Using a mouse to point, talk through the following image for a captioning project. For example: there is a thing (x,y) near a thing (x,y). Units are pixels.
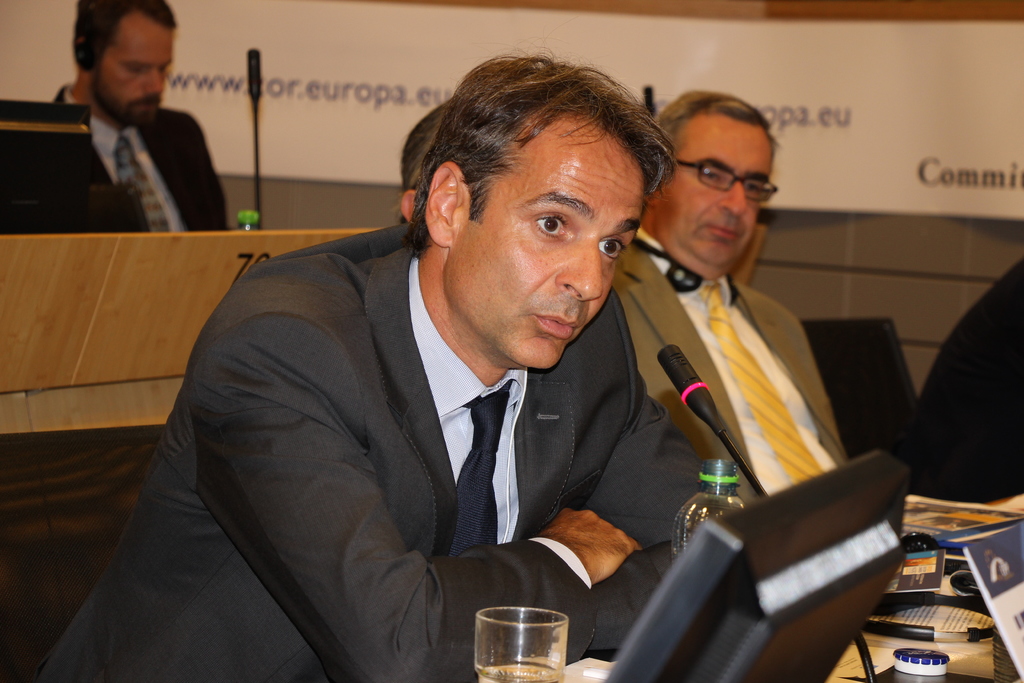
In this picture we can see a group of people (304,395) sitting on chairs (26,632) and in front of the man (429,339) there is a microphone (698,395), bottle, glass (501,655), monitor (745,558) and papers (923,504). Behind the people (499,216) there is a wall (778,231).
